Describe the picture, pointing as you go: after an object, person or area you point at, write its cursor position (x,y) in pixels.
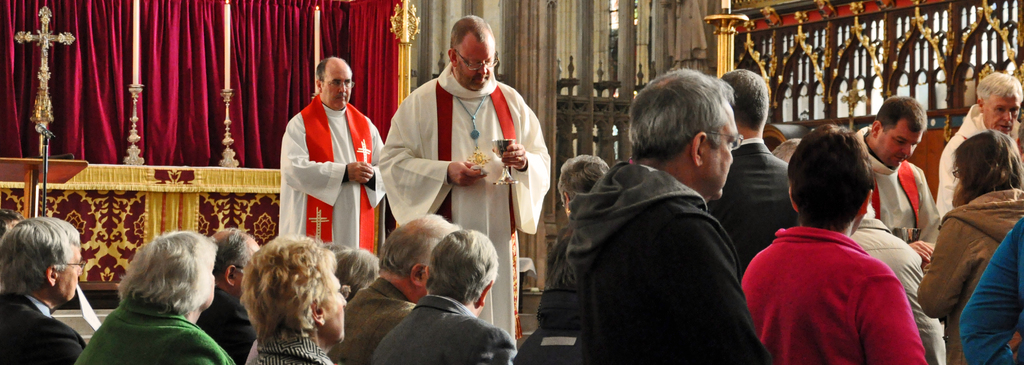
In this picture we can see a group of people (473,343), man (509,283) holding a glass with his hand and in the background (364,92) we can see a mic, cross (46,23), curtains (111,148), candles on candle stands (718,48) and some objects (876,41).
